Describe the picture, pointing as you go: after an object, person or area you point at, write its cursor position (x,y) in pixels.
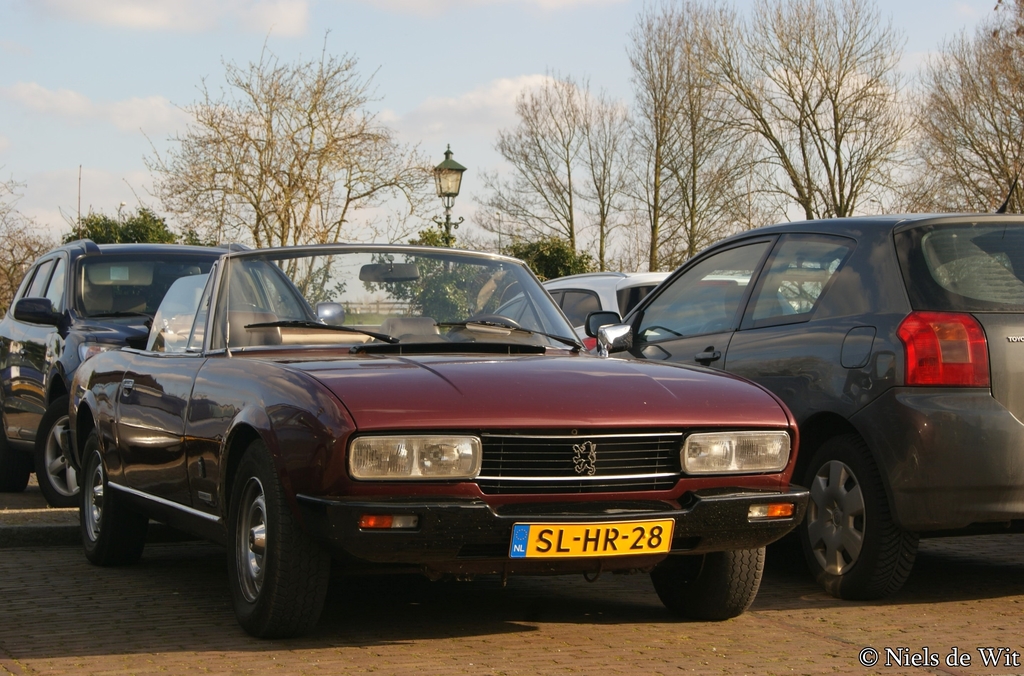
In this picture I can see few cars (362,480) parked and a pole light (447,227) and I can see trees (713,237) and a blue cloudy sky (478,100) and I can see text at the bottom right corner of the picture (912,652).
